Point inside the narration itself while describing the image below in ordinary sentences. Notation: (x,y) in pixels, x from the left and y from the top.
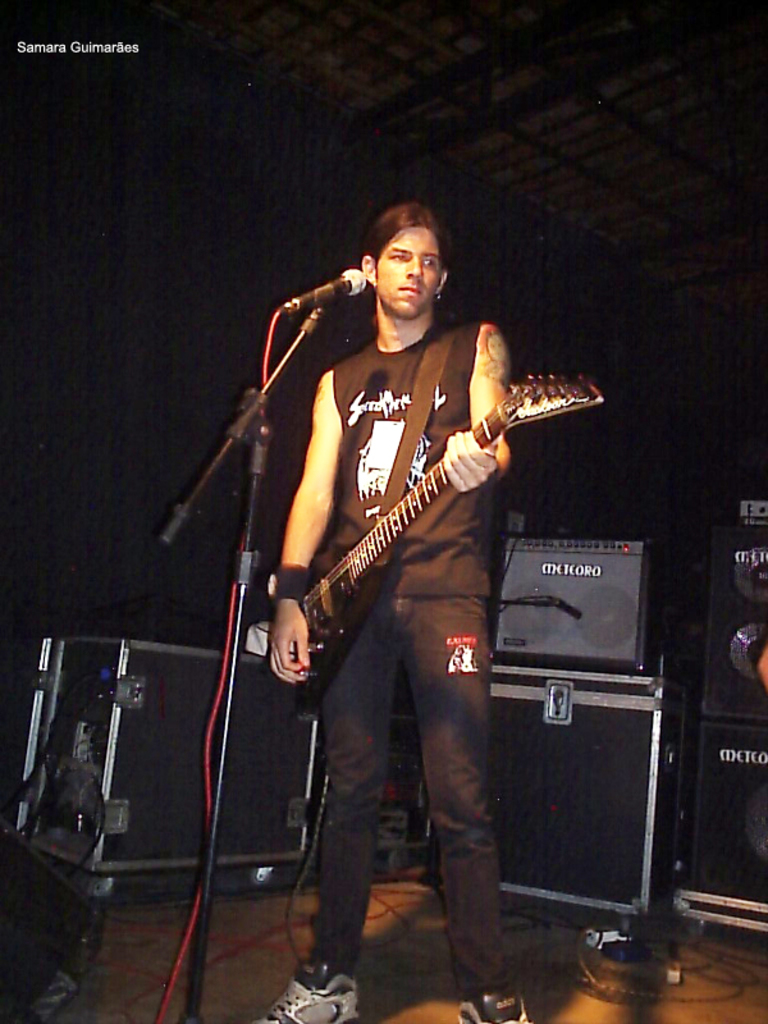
There is a man (393,447) standing here, holding a guitar (371,542) in his hand (286,613). He is wearing a t shirt (347,435) and pant (352,831) with shoes (299,1003). In Front of him there is a microphone (360,272). Behind him there are some speakers (613,667).
